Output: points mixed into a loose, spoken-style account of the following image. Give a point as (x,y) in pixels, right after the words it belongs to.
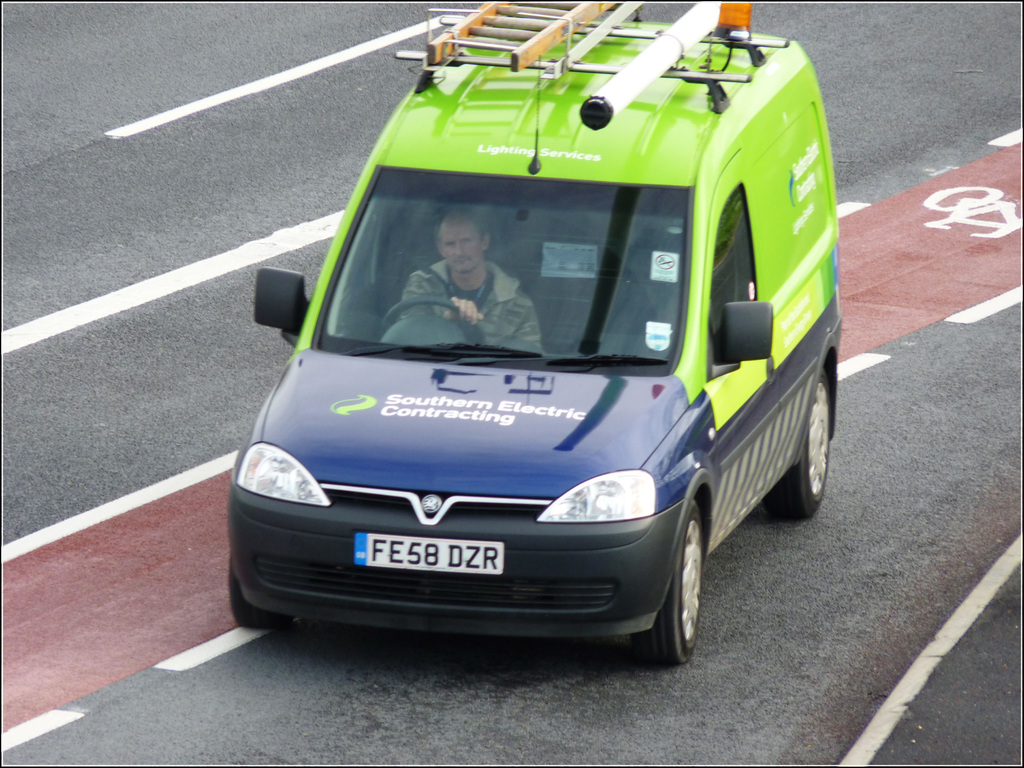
There is a car (448,149) in this given picture on the road (958,313) and the person (462,304) is driving it. It is green in color and blue bonnet (490,421). In the background (231,70) there is a road (248,62).
